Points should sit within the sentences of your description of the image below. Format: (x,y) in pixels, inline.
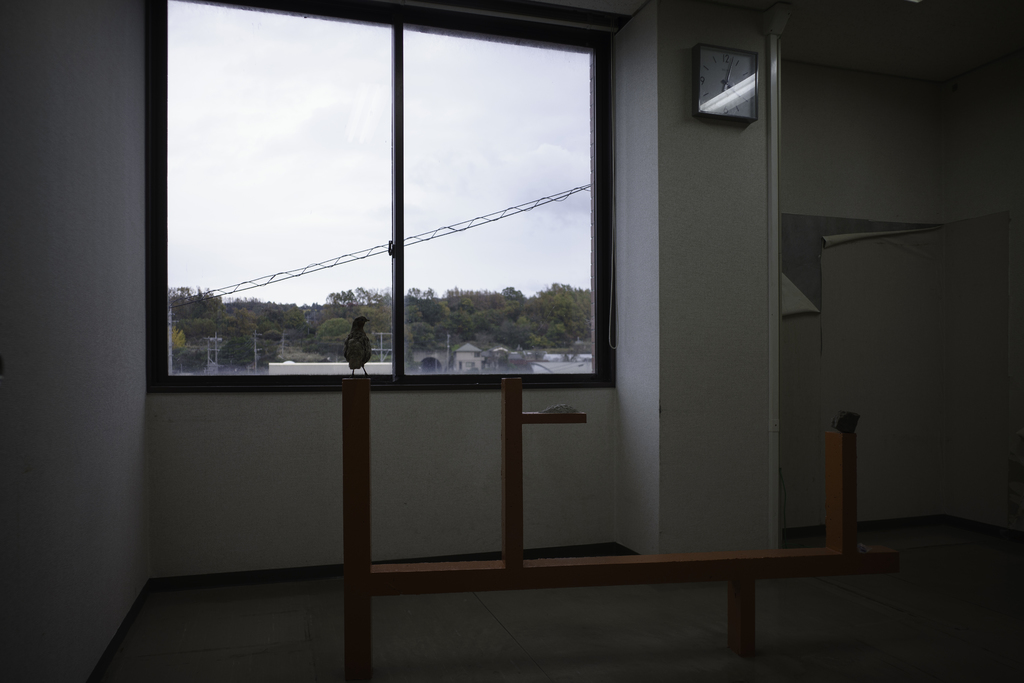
In the foreground of this image (348,353), on a wooden structure (473,587) there is a bird (356,343). In the background (731,308), there is a wall (742,234), clock (727,104) and through the window (488,319) we can see trees (515,317), cables (470,226), buildings (497,354) and the sky (290,159).
